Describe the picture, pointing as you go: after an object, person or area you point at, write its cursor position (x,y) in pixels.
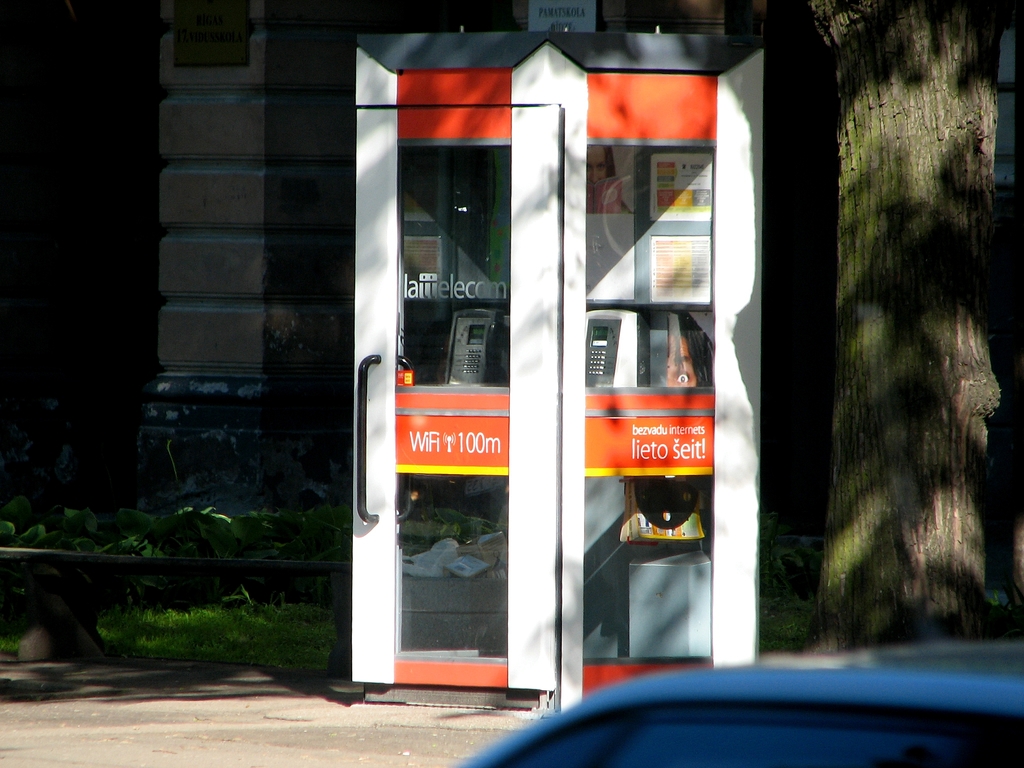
In this picture, we can see a telephone booth (488,344), road (478,720), ground (275,632) with grass (225,631), plants (102,536), and we can see the wall (230,355), some blue color object (521,757) in the bottom right corner (882,676).
